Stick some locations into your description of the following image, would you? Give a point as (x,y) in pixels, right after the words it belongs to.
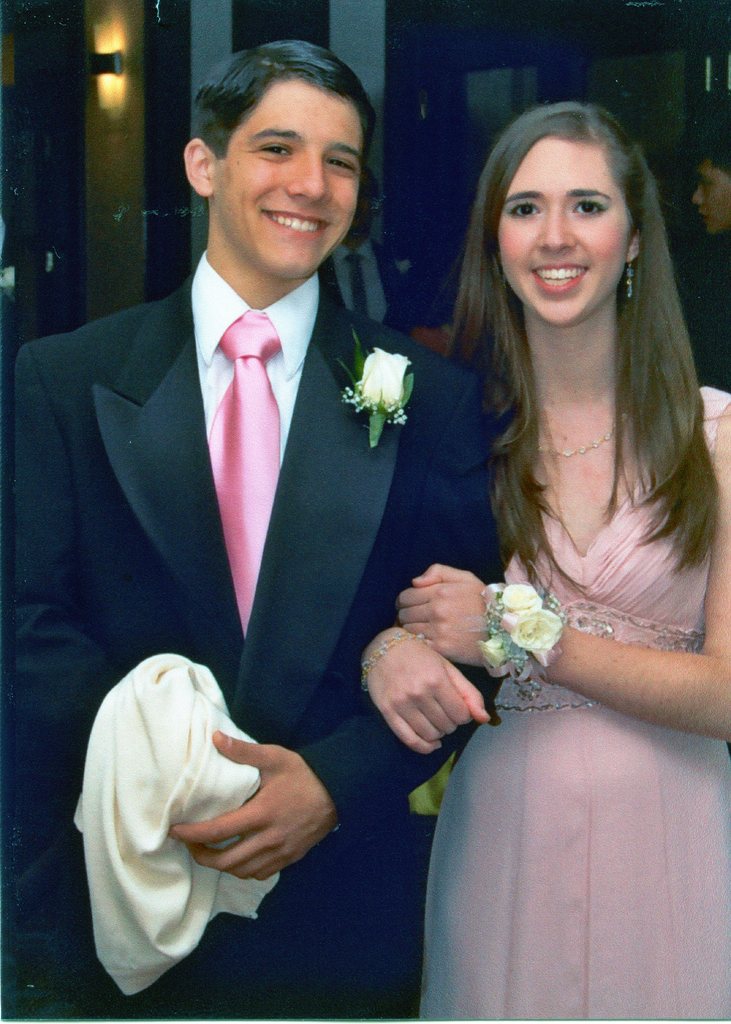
Here we can see a man (224,625) and a woman (541,743) posing to a camera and they are smiling. He is in a suit (239,957) and he is holding a cloth (153,810) with his hands (201,861). There is a flower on his suit (420,438).
